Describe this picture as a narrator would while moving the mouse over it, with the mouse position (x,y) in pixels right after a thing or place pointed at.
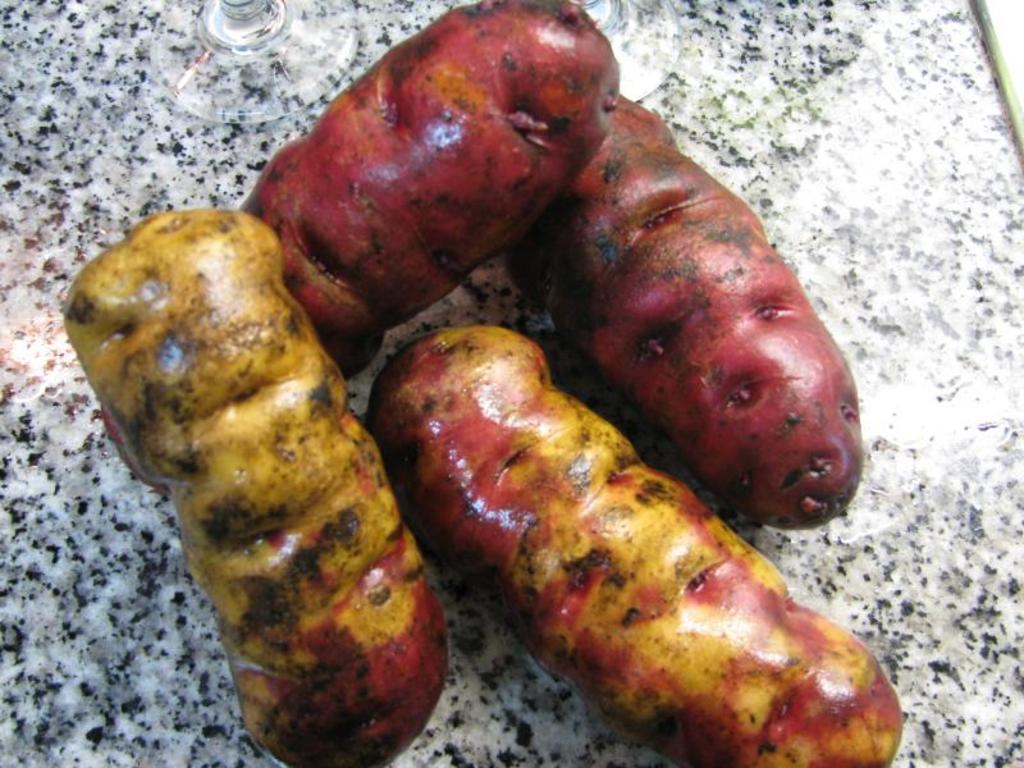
This image consists of food (439,433).
